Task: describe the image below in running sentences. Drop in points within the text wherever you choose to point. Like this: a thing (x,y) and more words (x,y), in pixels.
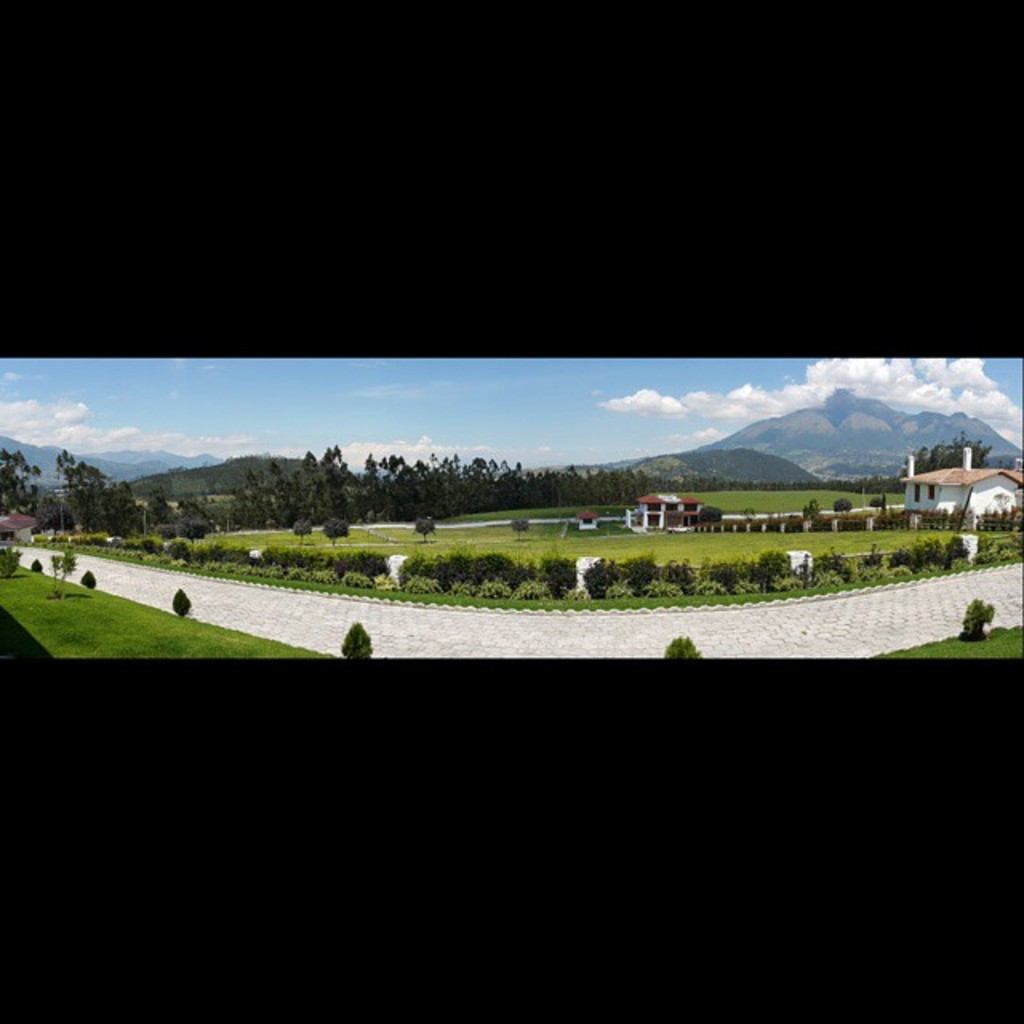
In this image we can see the houses (925,501), trees (352,479), hills (640,461), mountains (844,413), plants (473,560), grass (137,605) and also the path (615,625). We can also see the sky (513,386) with the clouds (867,372) and the image has black borders (697,107) at the top (711,177) and at the bottom (568,760).
